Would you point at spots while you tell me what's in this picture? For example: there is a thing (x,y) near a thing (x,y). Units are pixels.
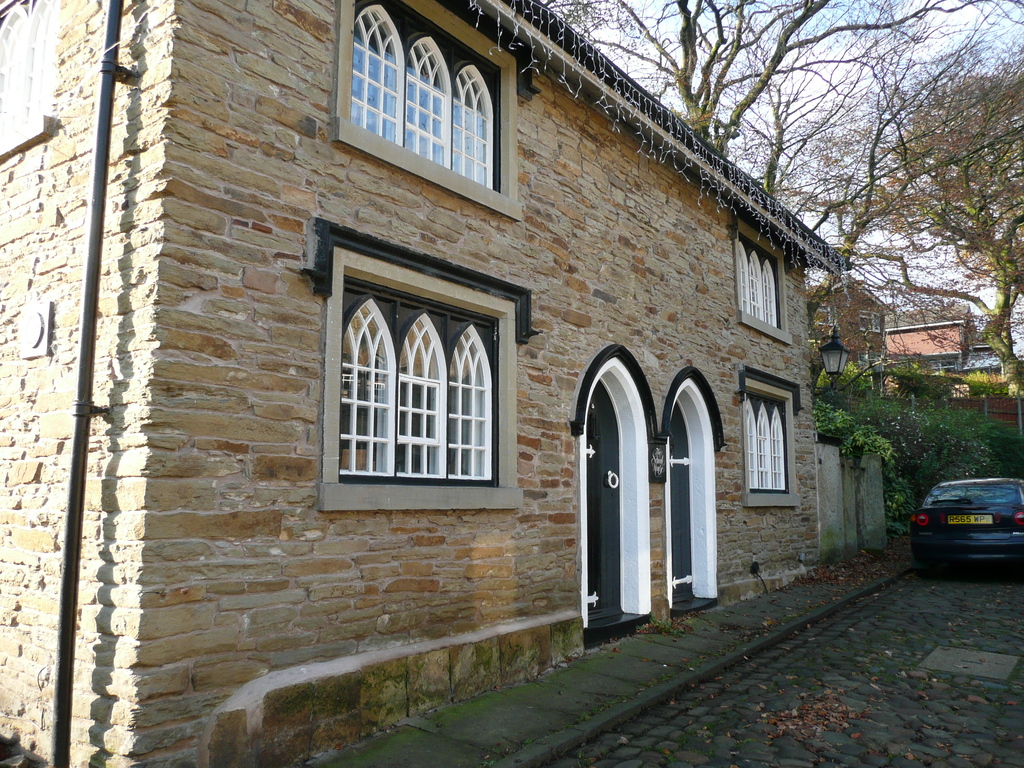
This is a building (422,288) with the windows (468,424) and doors (617,503). Here is a car (983,514), which is parked. I can see the trees (843,336) and plants (948,454). This looks like a lamp (834,380), attached to the wall (270,451). I think this is a pipe (104,173). I can see the dried leaves (818,581) lying on the floor (862,663). In the background (874,324), I can see few other buildings (953,357).
